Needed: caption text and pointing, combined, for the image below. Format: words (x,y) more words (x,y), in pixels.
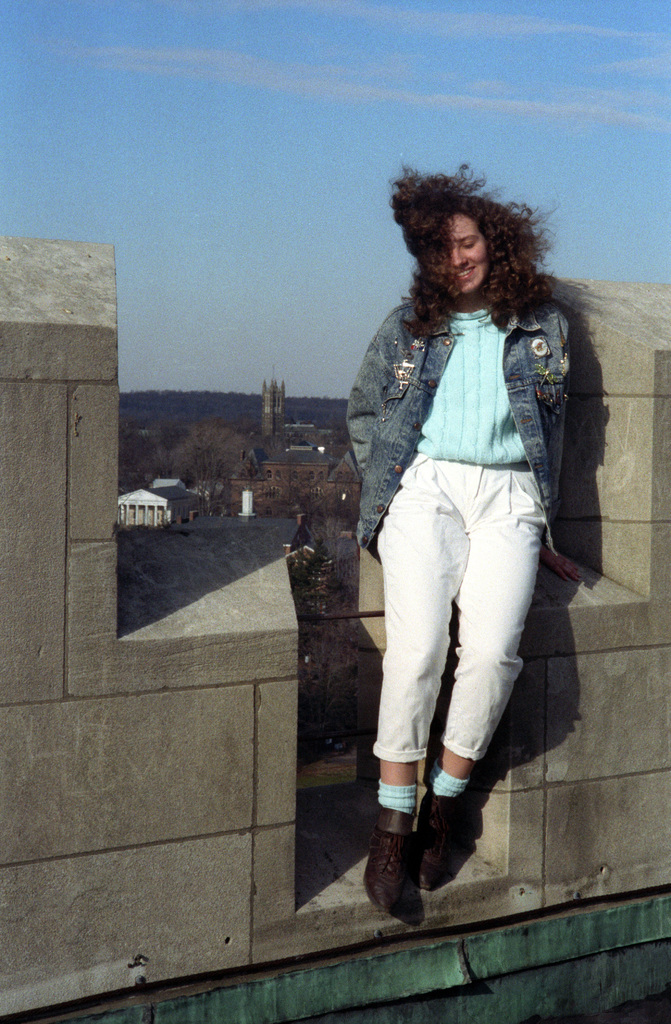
In the center of the image (359,599) there is a wall (359,599). And we can see one person (474,577) is sitting on the wall (578,561). And she is smiling and she is in a different costume (534,502). In the background (375,182), we can see the sky (341,176), clouds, buildings (299,464), trees (172,455) and a few other objects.
